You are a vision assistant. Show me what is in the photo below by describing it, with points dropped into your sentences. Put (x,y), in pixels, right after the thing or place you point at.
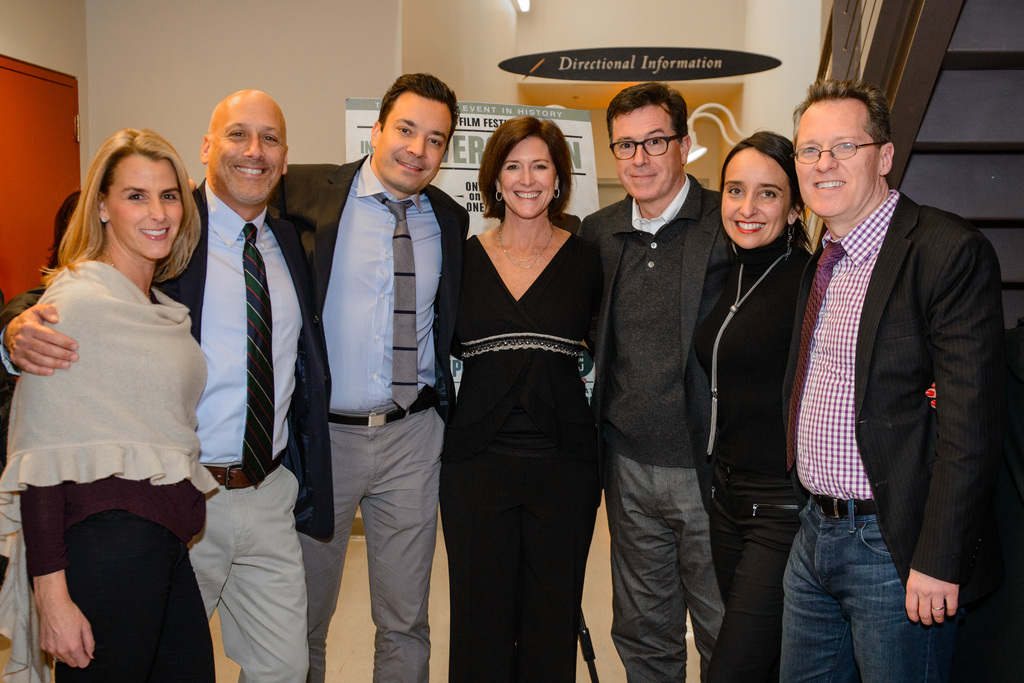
In this picture I can see group of people (532,322) are standing together. Among them men (412,376) are wearing black coats (449,323). These people (493,271) are smiling. In the background (220,92) I can see wall (306,79) and boards (471,124). On the left side (13,188) I can see a red color door (34,198). On the right side (945,164) I can see stairs (947,193).
